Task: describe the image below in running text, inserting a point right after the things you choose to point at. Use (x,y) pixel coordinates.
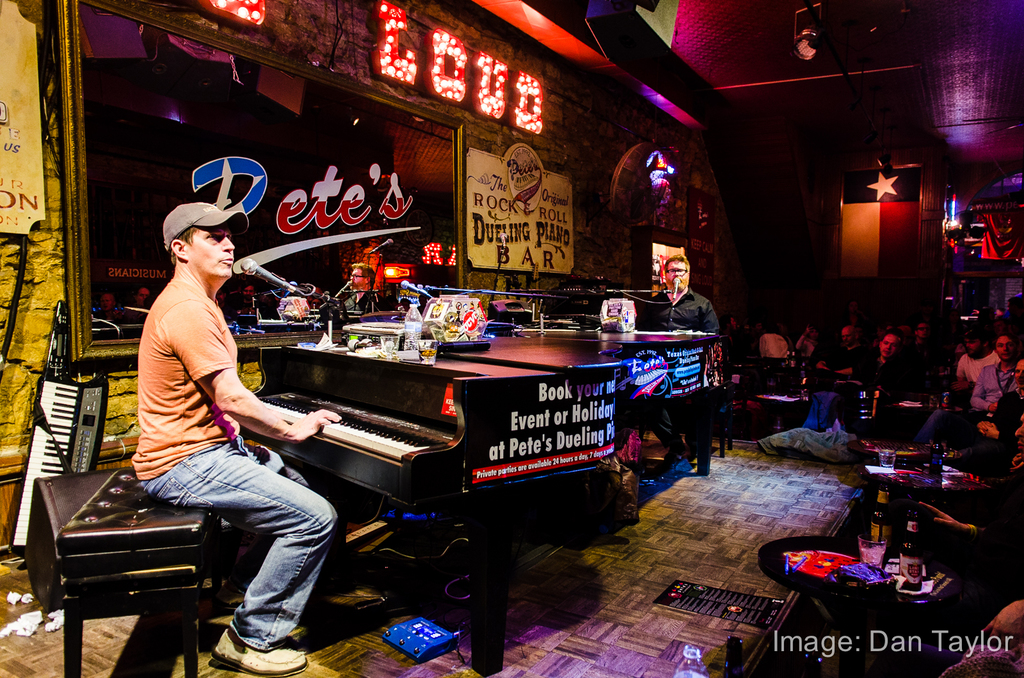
In this image there are group of people (186,492). The person (201,341) with peach color t-shirt (173,387) is sitting and playing musical instrument (262,396) and there are bottles (415,334), glass (427,360) on the table (826,596). At the back (128,233) there is a screen (368,155), at the top (812,19) there is a light (814,49).
